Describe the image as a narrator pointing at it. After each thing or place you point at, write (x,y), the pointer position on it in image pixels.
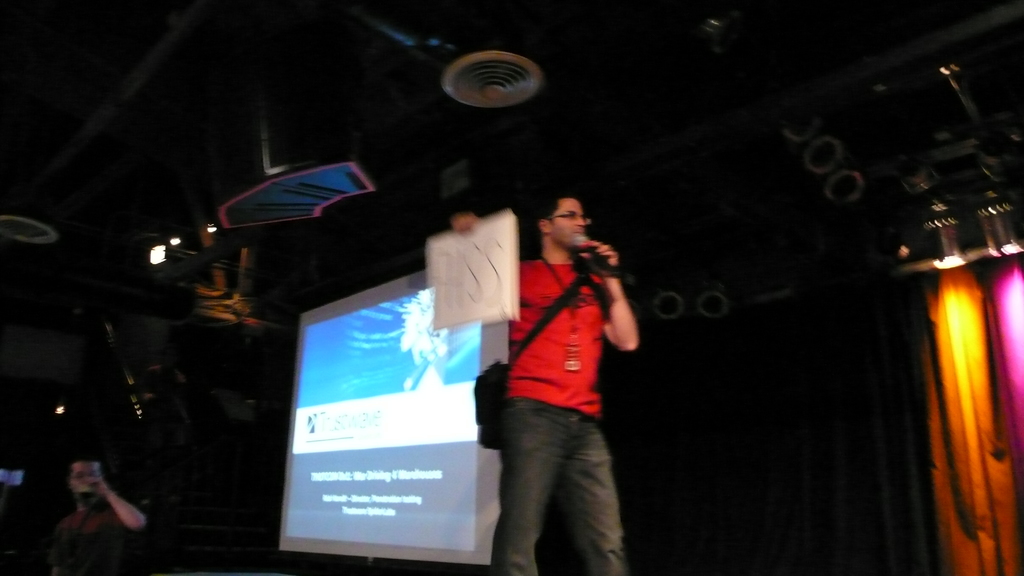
The picture is blurred. In the foreground (551,356) we can see people (75,535), board (488,316), screen (426,418), curtains (961,378) and focus lights (957,251). At the top (482,64) there are some objects (446,91) look like pipes (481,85). In the background (314,134) we can see light (215,229) and mostly it is dark.
